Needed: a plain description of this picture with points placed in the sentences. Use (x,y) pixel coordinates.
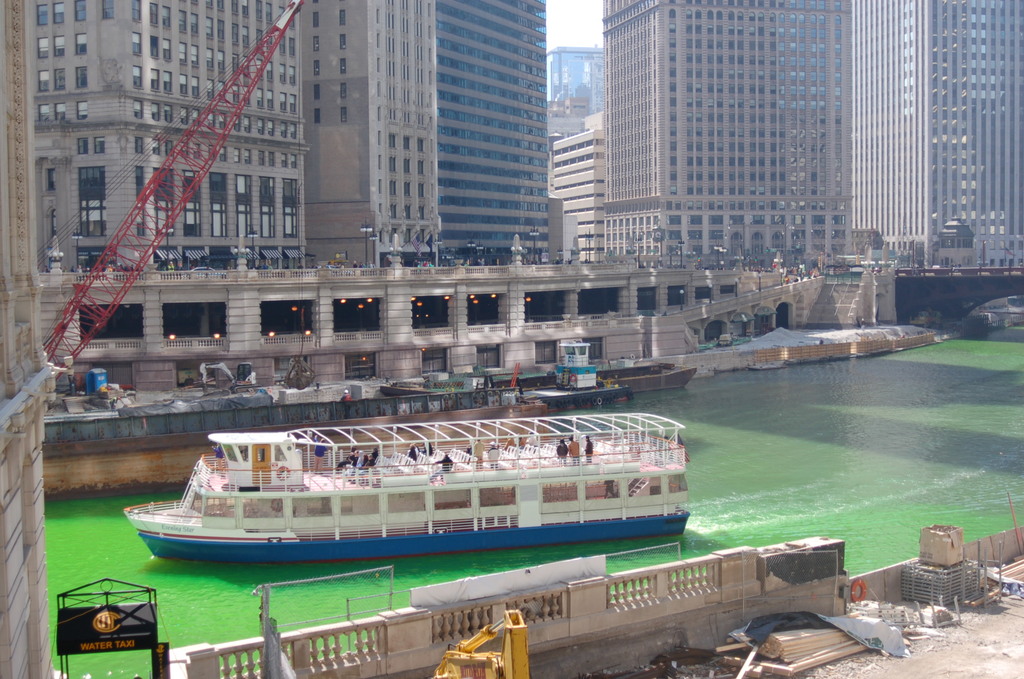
In this image in the center (573,432) there is a ship (491,505) sailing on the water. In the front (707,577) there is a railing (718,587). In the background (342,123) there are buildings (394,152) and there are lights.
